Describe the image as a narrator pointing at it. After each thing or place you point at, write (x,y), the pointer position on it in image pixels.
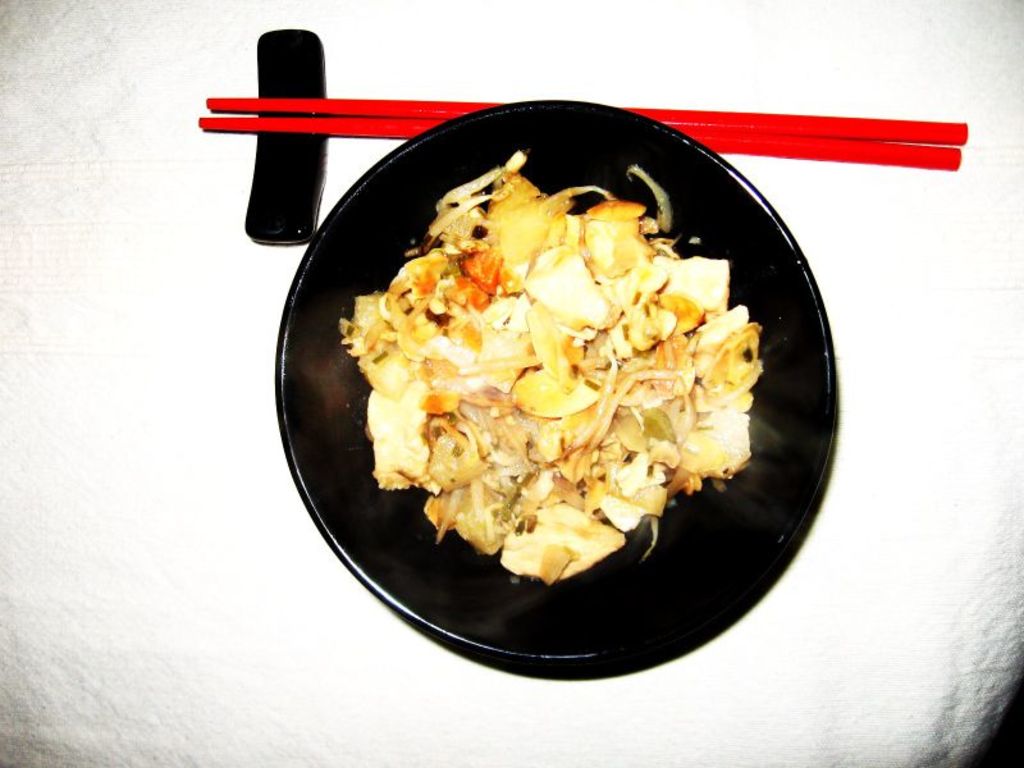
In this image, we can see white color table (656,711). On top of the table (660,711), there is a plate (686,545), food (491,428) is placed on it. And beside of the plate (677,154), we can see chopsticks (379,129) and some holder (278,222).
